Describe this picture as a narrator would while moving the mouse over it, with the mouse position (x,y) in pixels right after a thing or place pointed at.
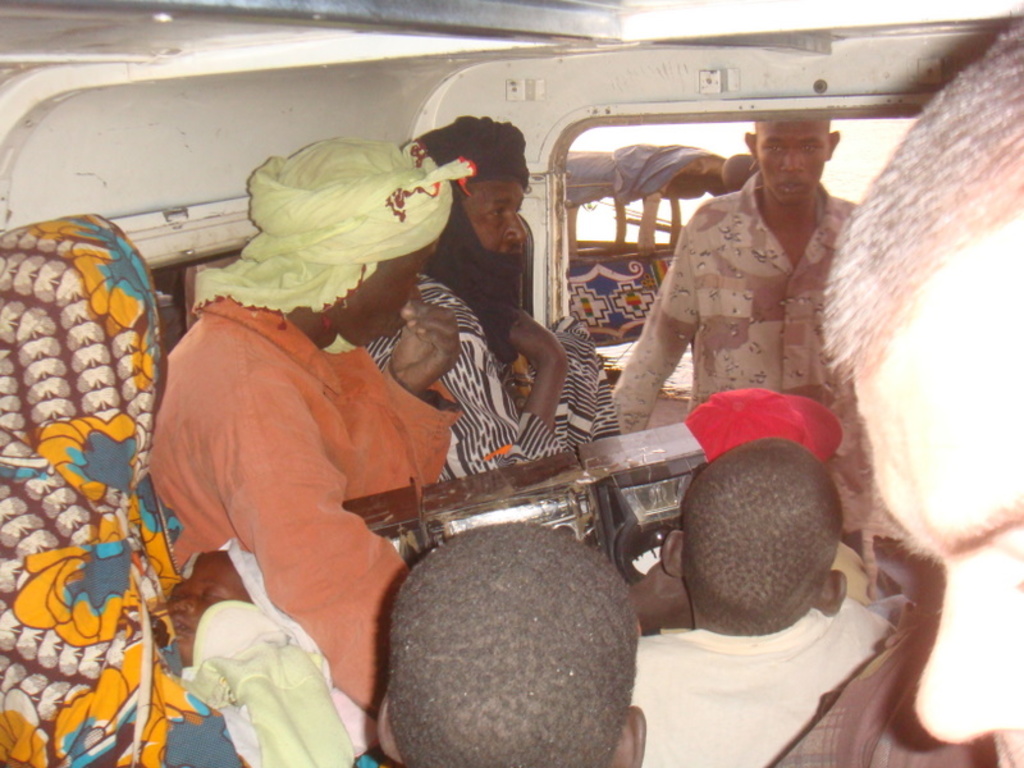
This is the picture of a vehicle (539,198). In this image there are group of people (425,731) sitting and there is a person (292,482) with orange color shirt (353,634) is holding the object (269,654).
